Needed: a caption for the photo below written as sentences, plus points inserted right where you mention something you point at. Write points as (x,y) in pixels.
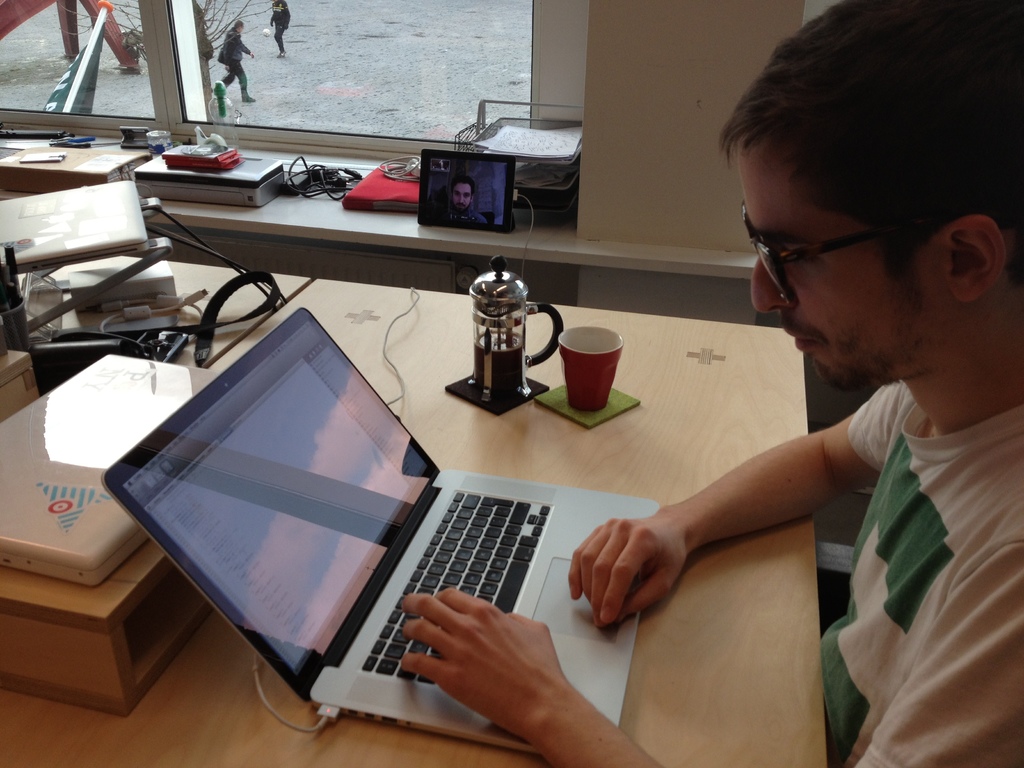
In this image i can see a person (911,476) sitting on a chair (830,570) in front of a table (488,460), On a table (581,321) i can see a laptop (400,583), a cup (581,371), and few other objects (88,467). In the background (510,211) i can see a tab (499,223), few wires (342,197) and few other electronic gadgets (267,171). I can also see the wall (632,78) and a window (284,68) through which i can see few persons (241,38) and the ground (376,68).
